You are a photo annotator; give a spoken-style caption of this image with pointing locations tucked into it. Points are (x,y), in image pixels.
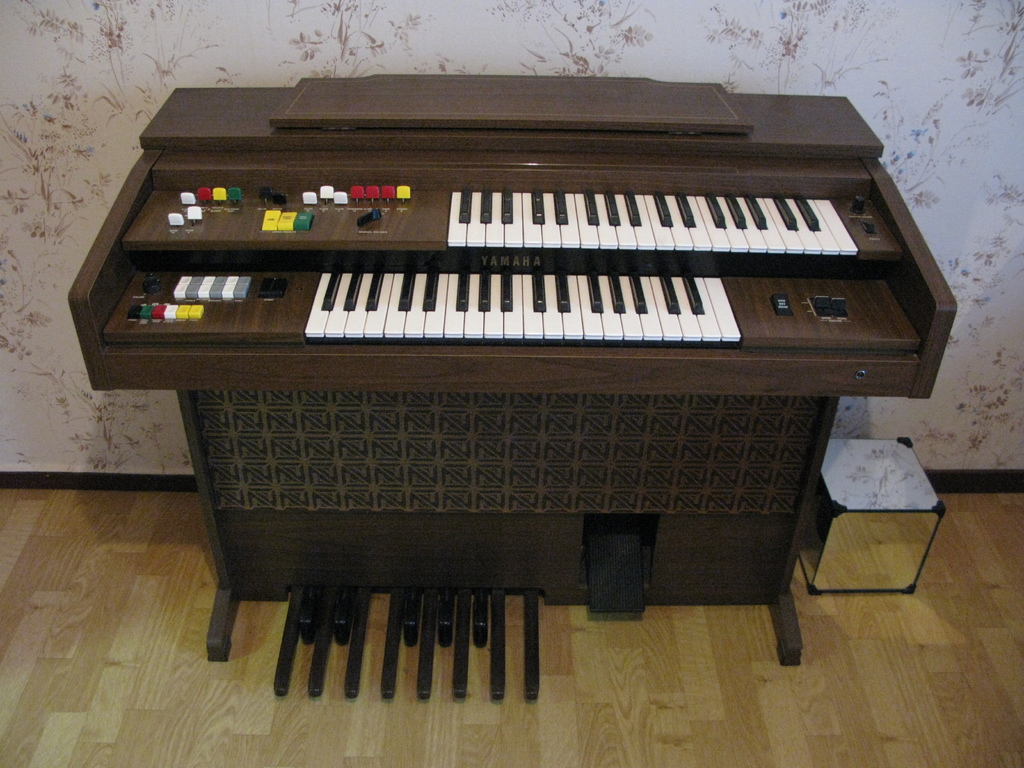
This image is having a piano (848,378). Beside there is a box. Background (1005,428) there is a wall (84,412). Bottom there is a wooden floor (664,725).
